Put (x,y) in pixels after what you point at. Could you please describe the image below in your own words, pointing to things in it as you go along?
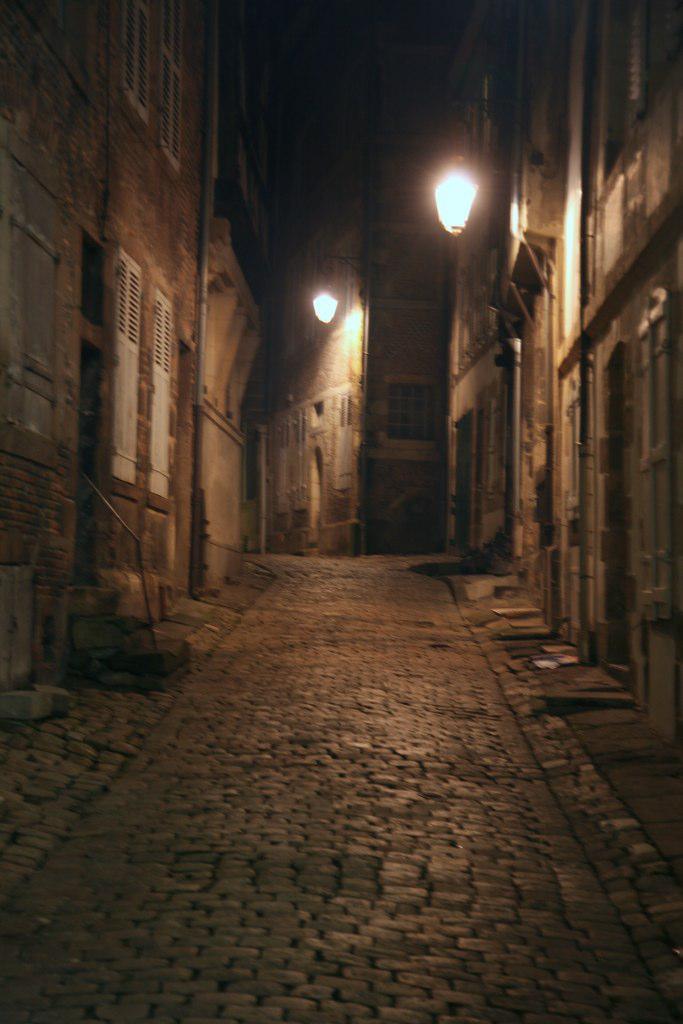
In this picture we can see the road (372,675) beside there are some buildings (392,288) and lights (438,209).
